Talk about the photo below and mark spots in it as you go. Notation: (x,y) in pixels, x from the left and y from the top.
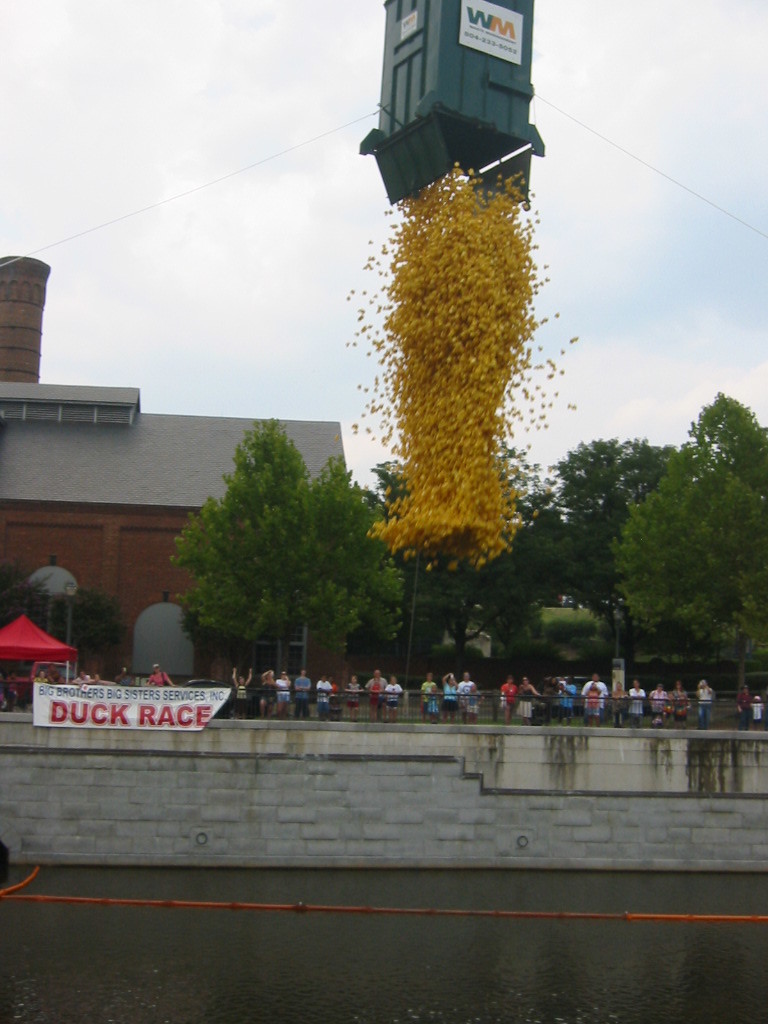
In this picture we can see a pipe (295,906) on the water (317,931), wall (217,768) and banner (69,692) attached to the railing (242,700). There are people (78,677) and we can see building (145,606), trees (556,567), board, tent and yellow objects (426,435) in the air (120,335). At the top of the image (391,194) we can see box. In the background of the image (171,124) we can see the sky (188,225).
